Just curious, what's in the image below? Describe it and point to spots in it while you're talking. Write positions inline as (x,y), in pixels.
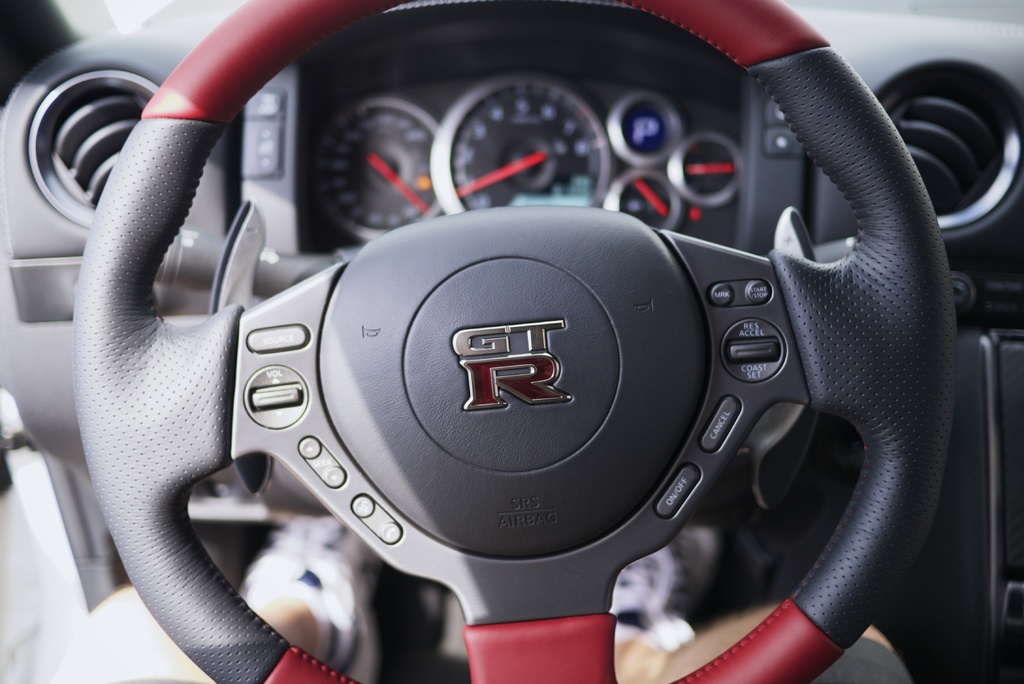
In the image we can see a steering part (161,423) of the vehicle (397,380) and this is a speedometer (500,138).
